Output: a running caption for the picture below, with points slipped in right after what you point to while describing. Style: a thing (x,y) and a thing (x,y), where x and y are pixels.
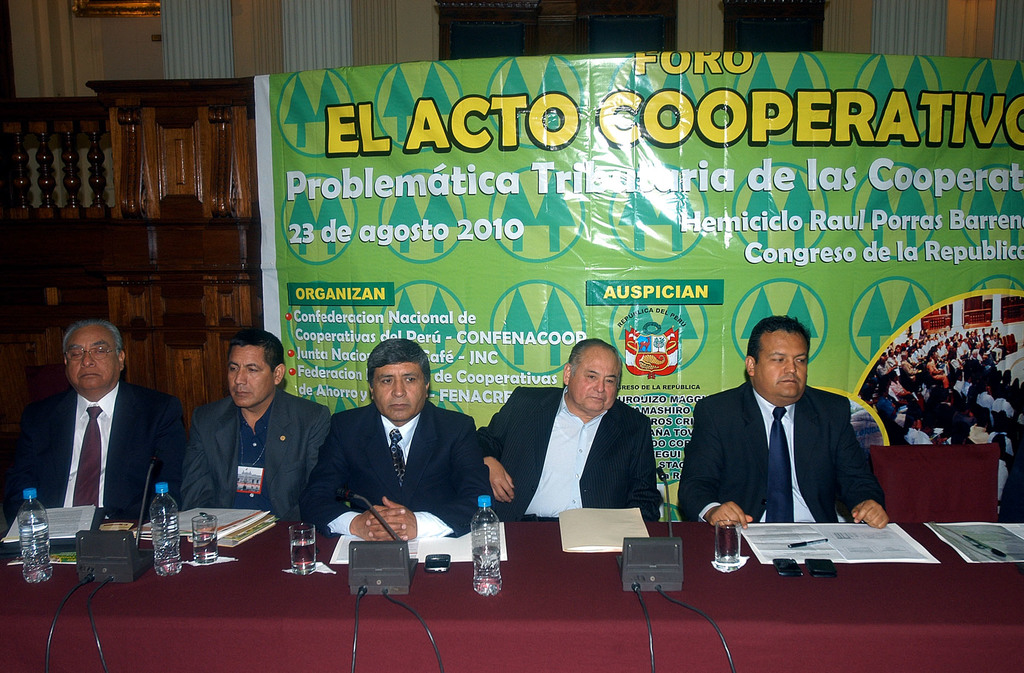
This picture describes about group of people (630,472), they are all seated on the chairs (936,513), in front of them we can see microphones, bottles (157,540), glasses (301,554), files (222,541) and other things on the table (517,596), in the background (531,247) we can see a hoarding (520,198).
